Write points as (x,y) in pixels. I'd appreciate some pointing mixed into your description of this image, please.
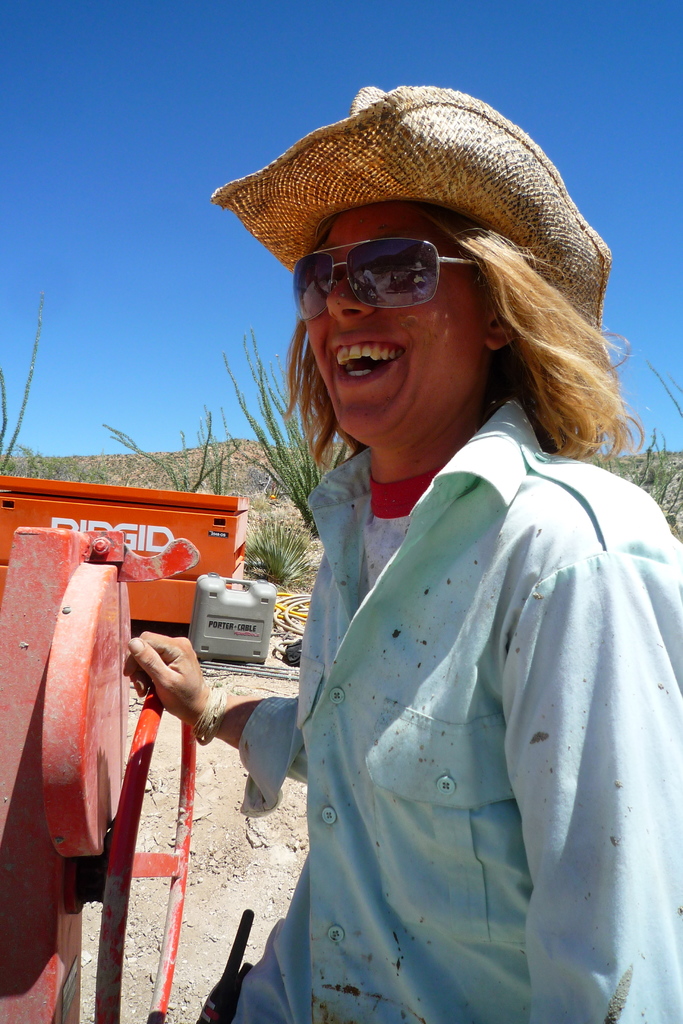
In this image we can see a person (469,607) smiling. Beside the person (409,736) we can see a machine (98,616). Behind the person (193,690) we can see a container (146,599), box (210,584), plants (289,482) and mountains (199,457). On the container (216,551) and box (231,637) we can see some text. At the top (199,146) we can see the sky (192,184).
